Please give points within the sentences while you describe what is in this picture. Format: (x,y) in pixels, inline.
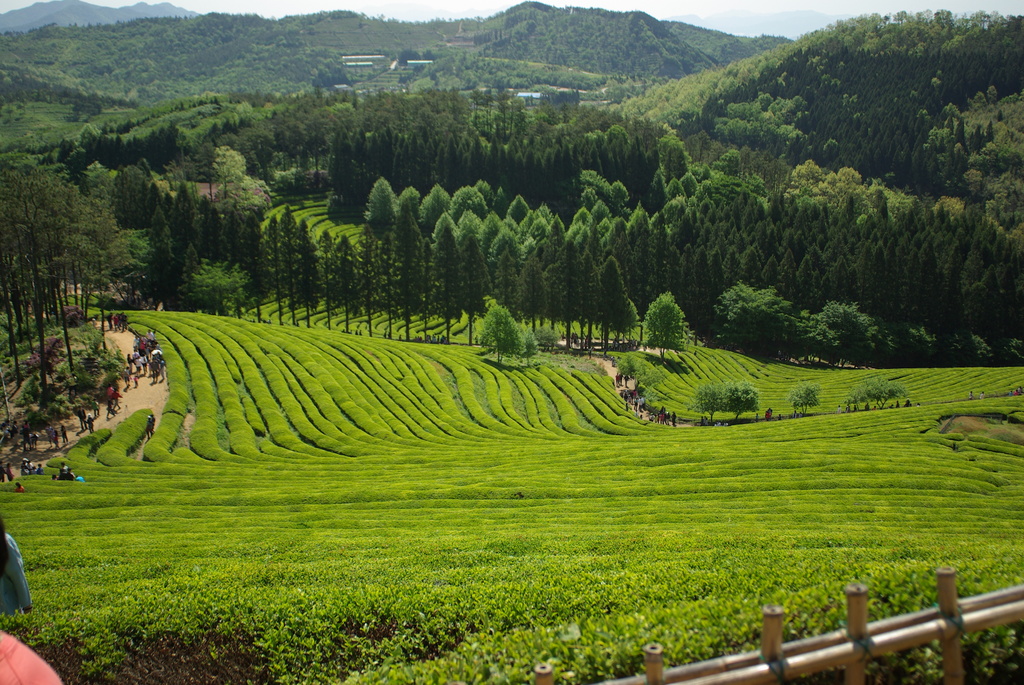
In this image I can see there are so many people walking on the road (143,405), beside that there are so many trees (1000,278) and tea fields (445,324), also there are mountains (956,22) at the back (956,22).
